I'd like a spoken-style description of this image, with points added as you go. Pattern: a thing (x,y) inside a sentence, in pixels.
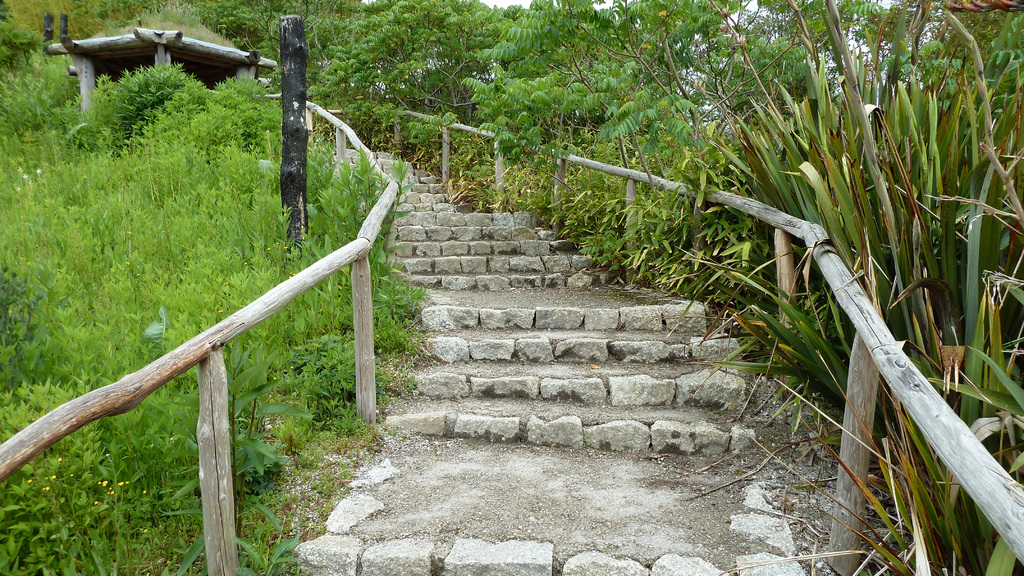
In this image I can see the stairs (510,408). To the side of the stairs (463,394) I can see the fence (369,330) and trees (758,65). In the background (176,35) I can see the hut (153,38) and the sky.
